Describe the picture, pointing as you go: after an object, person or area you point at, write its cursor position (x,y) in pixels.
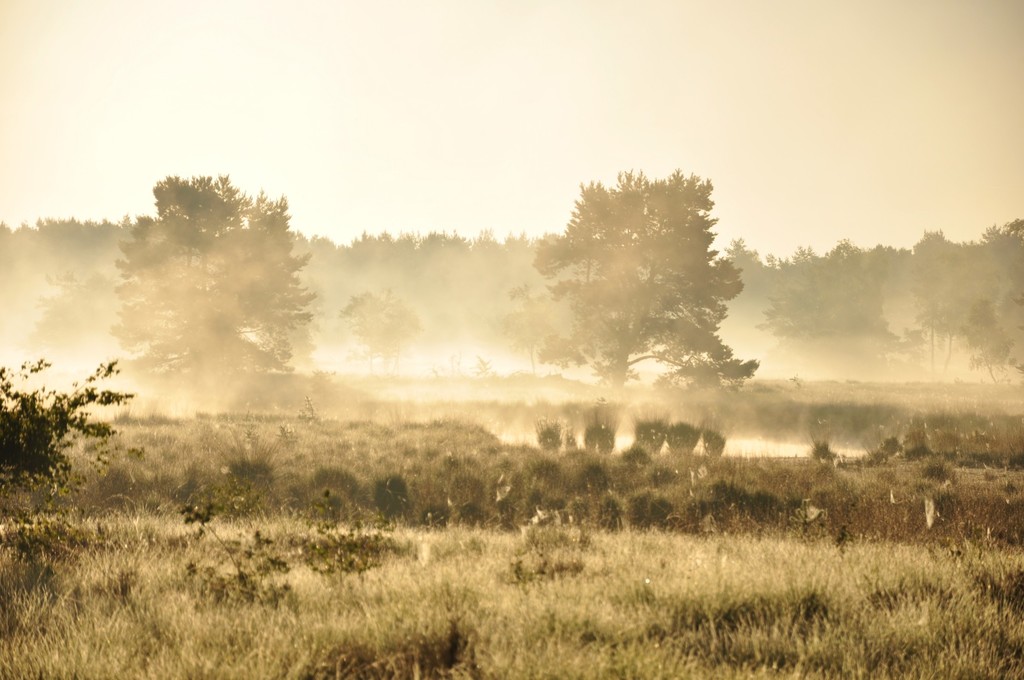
In this image at the bottom (310,567) there is grass (646,587), in the middle (468,347) there are some trees (555,332), fog (86,355) visible, at the top (450,135) there is the sky (421,135).
